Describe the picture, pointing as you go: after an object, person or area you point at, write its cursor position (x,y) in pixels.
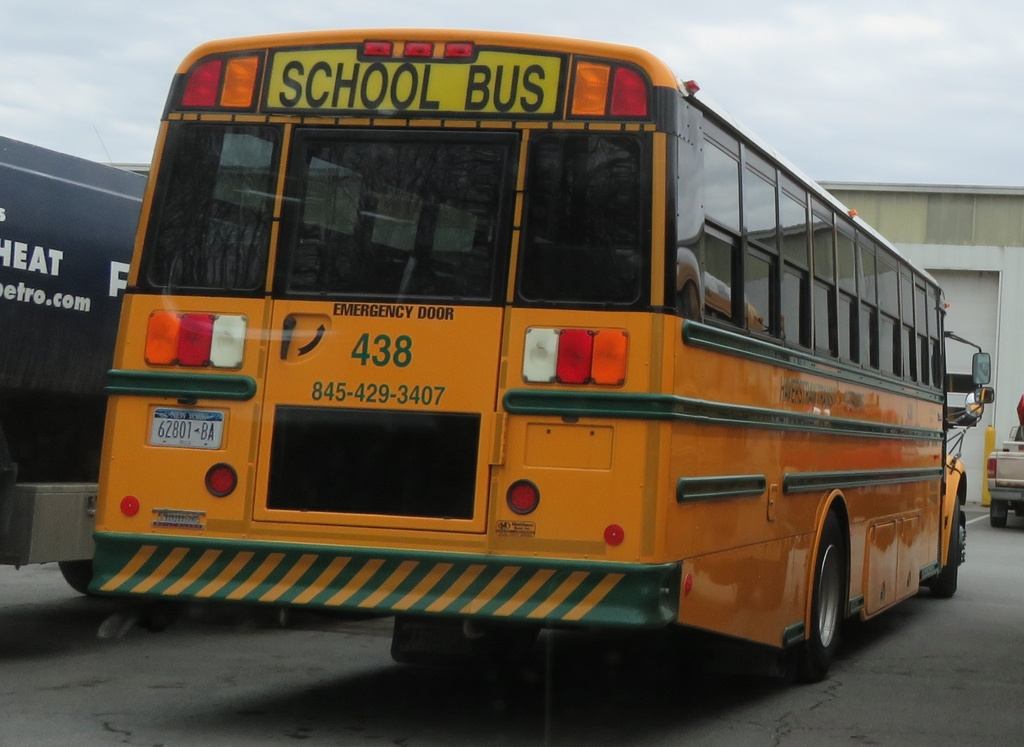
In the middle of this image (600,323), there is a yellow colored bus (665,158) on a road (823,687). On the left side (30,248), there is another vehicle (96,282) on the road (173,613). In the background (1008,444), there is a wall (865,187) of a building (1001,187), a vehicle (1014,483) and there are clouds (178,3) in the sky (146,80).
